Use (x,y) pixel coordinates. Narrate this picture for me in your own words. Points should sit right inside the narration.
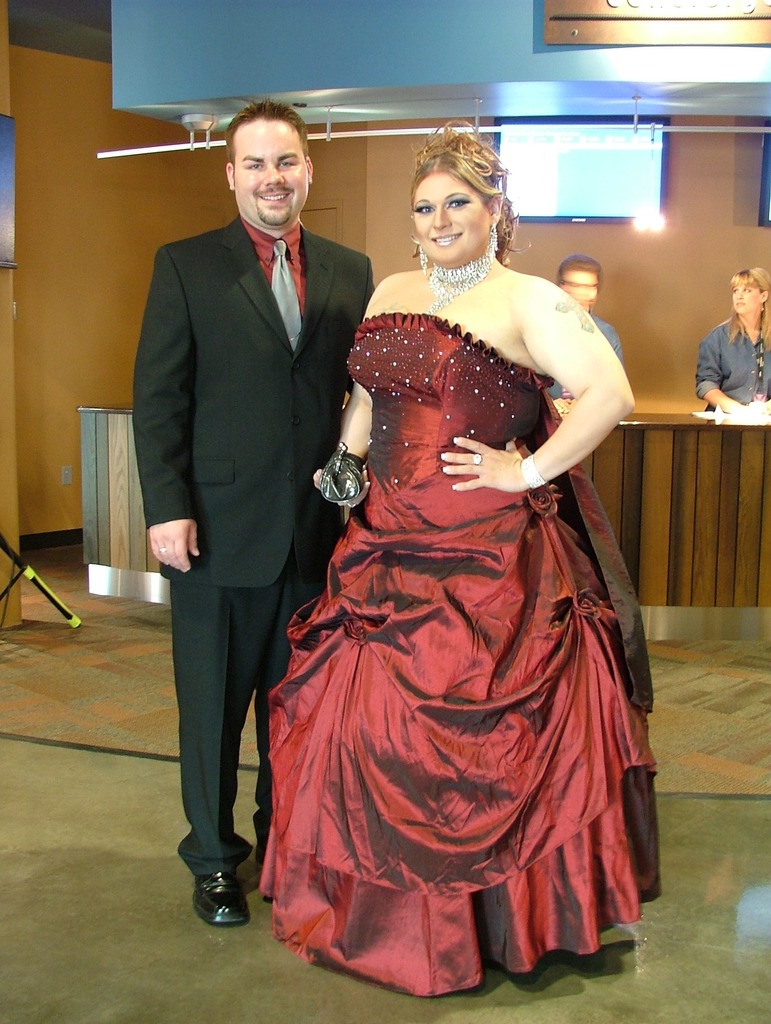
In this picture we can see a man (227,436) wearing black color suit (291,533) standing and smiling. Beside there is a fat woman (387,665) wearing a red color dress (419,579) both are smiling and giving a pose into the camera. Behind there is a wooden counter (615,470) and a woman (707,367) standing behind it. Above we can see the black color television screen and a ceiling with spot lights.
